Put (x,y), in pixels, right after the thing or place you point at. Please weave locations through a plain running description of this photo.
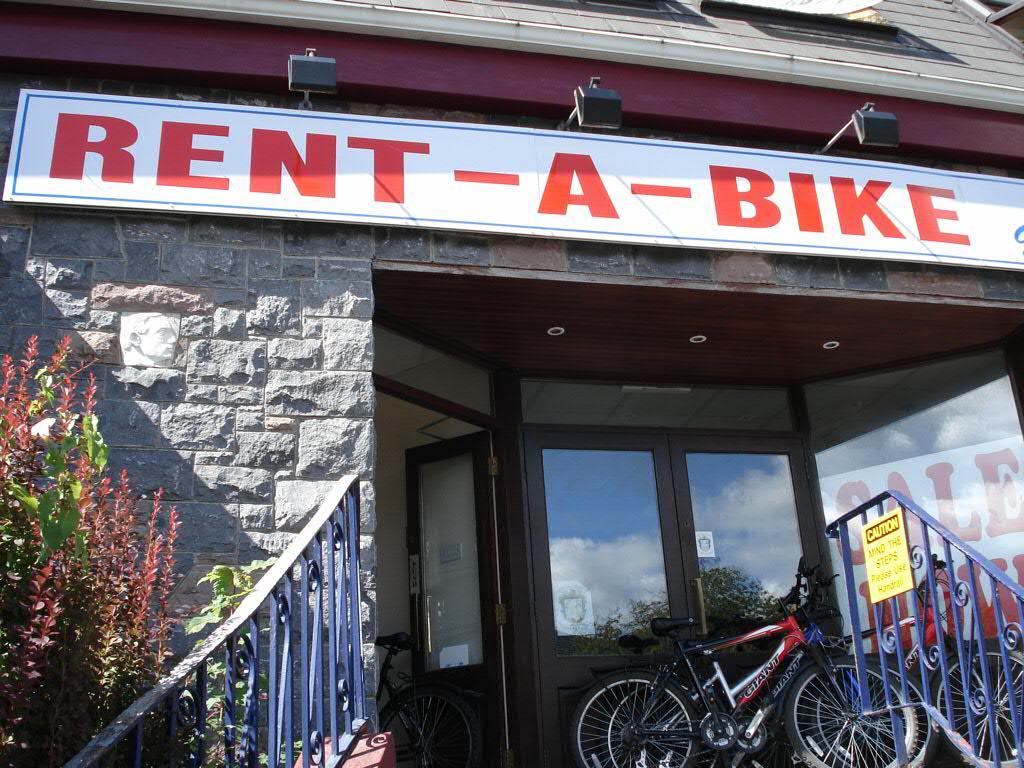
In this picture I can see a building (211,321) in front (964,322) and on the building (430,162) I see boards (507,166) on which something is written and I see the railing (330,555) on the both sides of this image and I see few cycles (647,685) in front (662,683) and on the left side of this image (120,554) I see plants (105,522) and I see a yellow color board (879,533) on the right of this image (878,559) and I see something is written on it.
